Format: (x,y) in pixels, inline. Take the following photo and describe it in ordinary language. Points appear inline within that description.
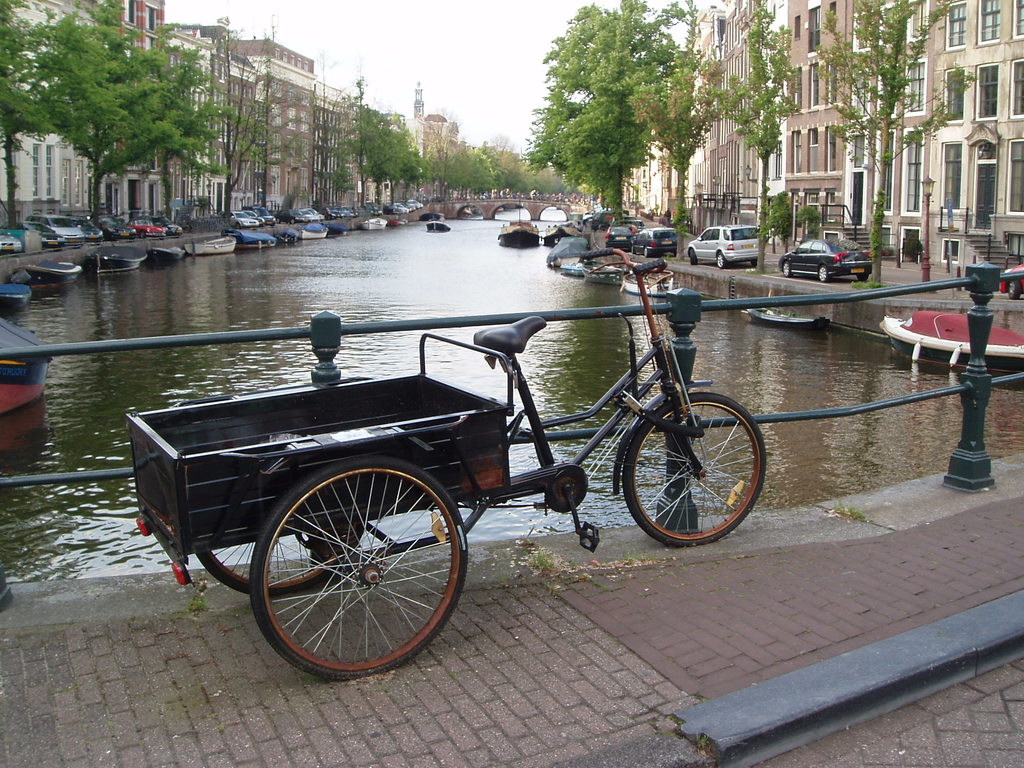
In this image we can see a bicycle cart (263,584). Behind the bicycle cart (172,475) fencing (159,338) is there and lake (350,280) is present. So many boats (649,280) are on the surface of water (557,305). To the both sides of the image trees (525,169) and buildings (713,169) are there. In front of the buildings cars (356,212) are parked. Bottom of the image (716,676) pavement (665,659) is present.
